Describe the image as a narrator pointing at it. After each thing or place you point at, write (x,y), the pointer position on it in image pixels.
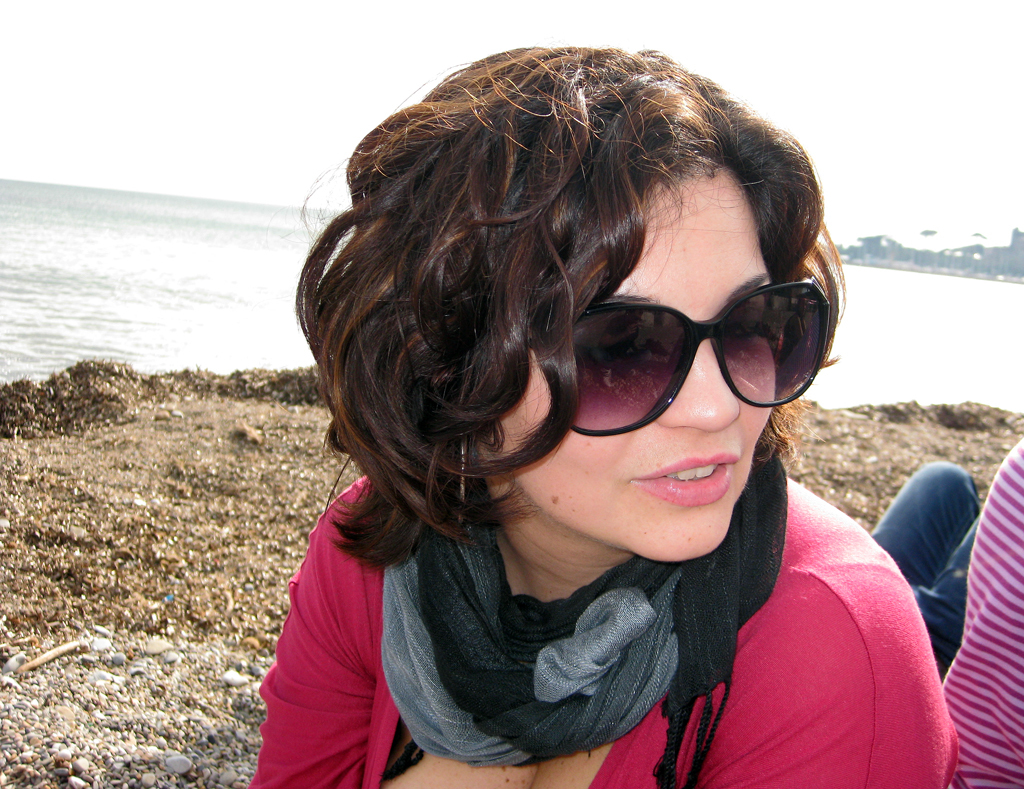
Here we can see person (688,378) wore glasses (668,375) and we can see water (84,212) and sky (472,10).
